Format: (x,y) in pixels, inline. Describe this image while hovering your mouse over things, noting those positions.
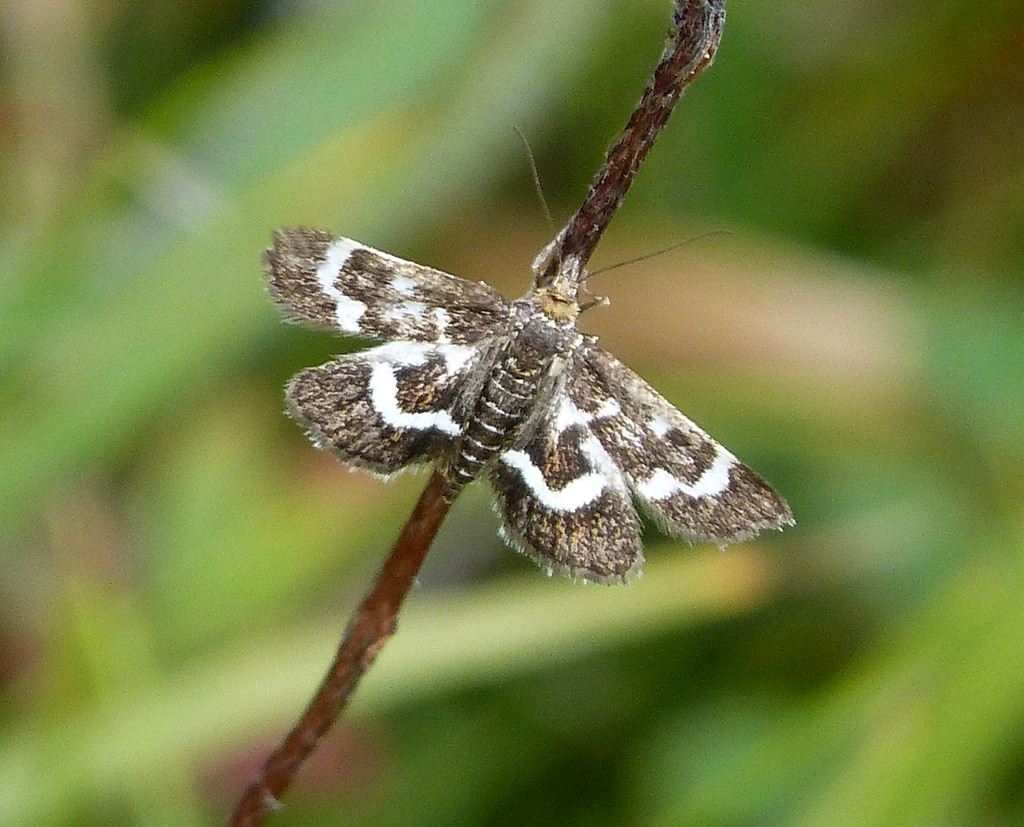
In this image I can see the butterfly (503,322) and the butterfly (470,430) is on the stem (556,259) and the butterfly (486,432) is in white and brown color and I can see the green color background (782,413).
